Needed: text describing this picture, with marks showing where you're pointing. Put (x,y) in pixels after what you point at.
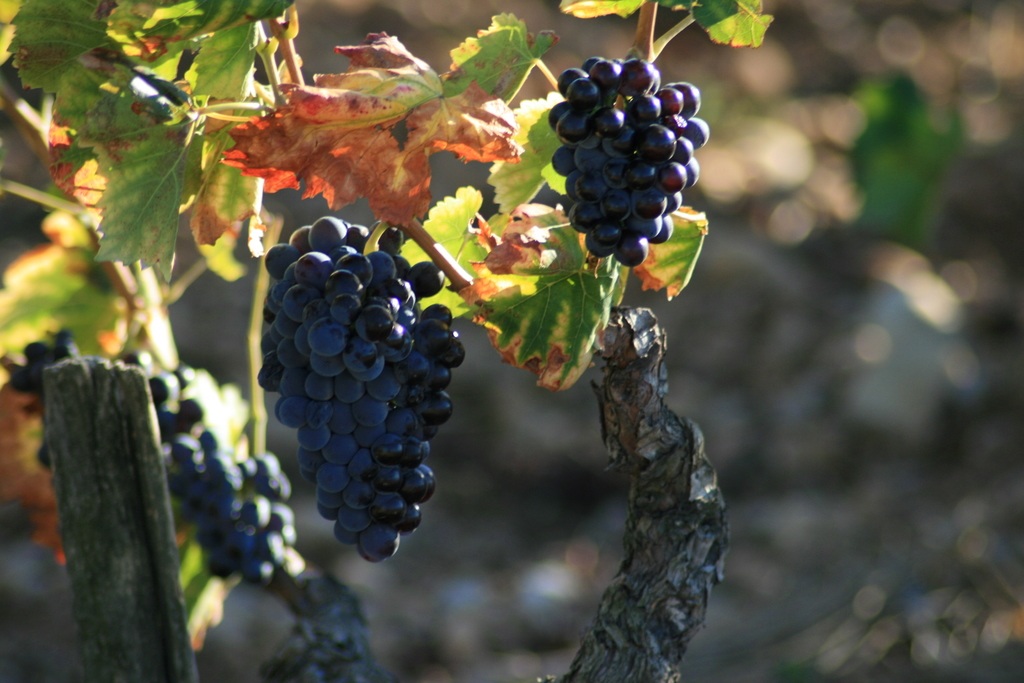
In this image there are grapes (435,333) hanging on the plant (150,210) and the background (837,407) is blurry.
